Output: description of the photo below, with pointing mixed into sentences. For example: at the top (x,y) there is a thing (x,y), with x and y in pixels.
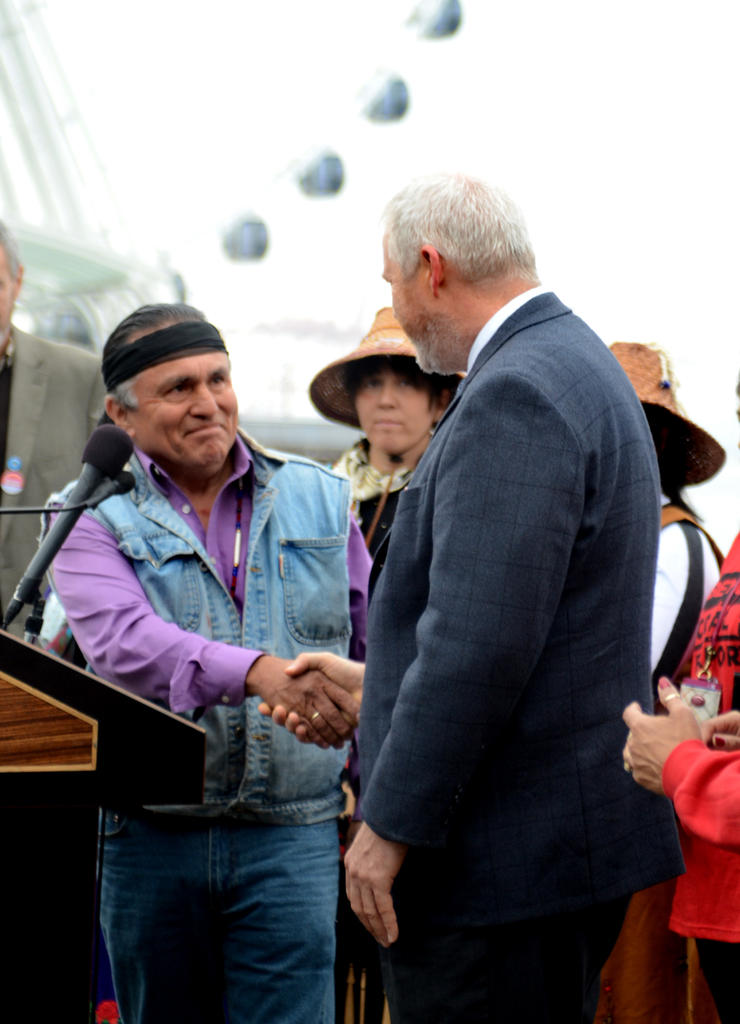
In this picture, we see a man (509,617) in the blue blazer (502,528) is shaking the hand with the man (193,614) who is wearing the blue coat (325,582). On the left side (19,936), we see a podium (72,750) on which the microphones (106,479) are placed. Behind them, we see four people (425,410) are standing. In the background (371,124), it is white in color. We see some objects (242,230) in blue color. This picture is blurred in the background (367,152).
